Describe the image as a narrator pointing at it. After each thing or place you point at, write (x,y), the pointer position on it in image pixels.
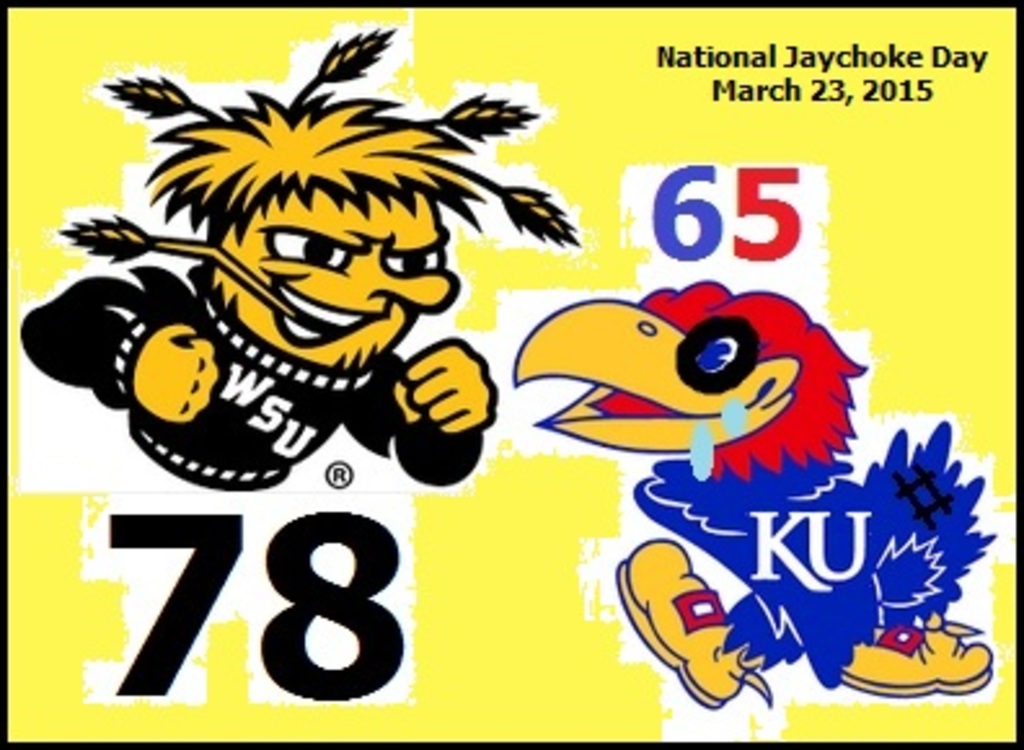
In this image I see the animation picture of a person (113,305) and a bird (732,372) and I see numbers (738,199) and words (757,67) written and I see the yellow background (510,76).
